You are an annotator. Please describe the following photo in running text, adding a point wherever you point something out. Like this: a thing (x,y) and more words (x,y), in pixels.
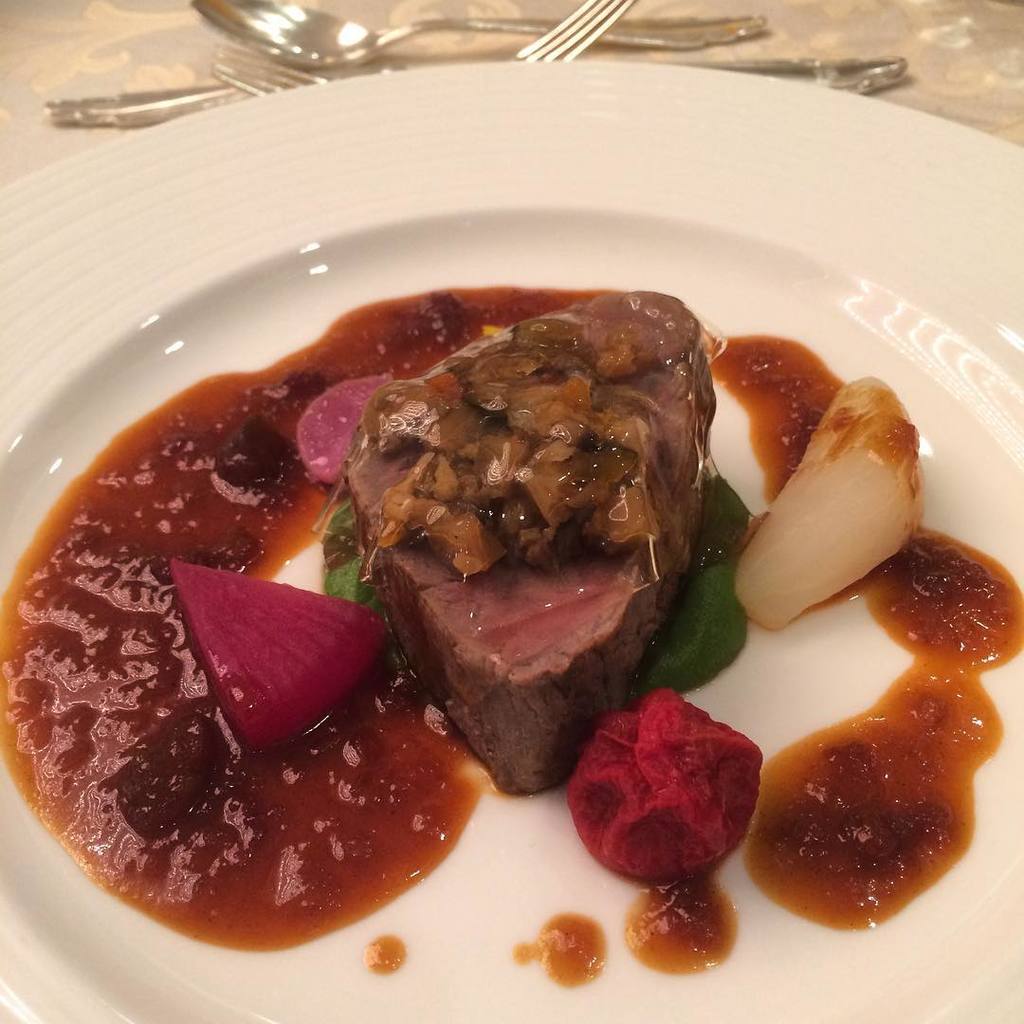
In this image we can see there is a food (596,576) on the plate (83,279) which is placed on the table (945,72), in front of the plate (588,66) there are spoons (311,37) and forks (563,24).
